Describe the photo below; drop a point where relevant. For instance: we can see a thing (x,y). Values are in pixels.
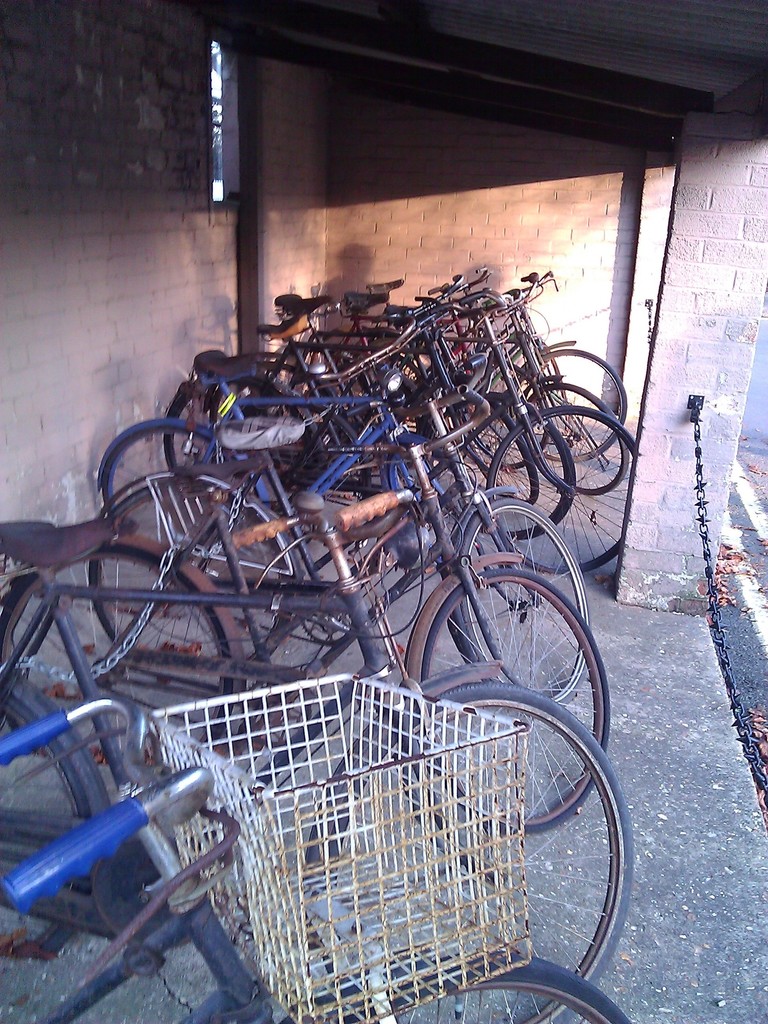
In this image I can see few cycles (425,431) parking, at back (551,232) I can see wall (553,219) in brown color.
